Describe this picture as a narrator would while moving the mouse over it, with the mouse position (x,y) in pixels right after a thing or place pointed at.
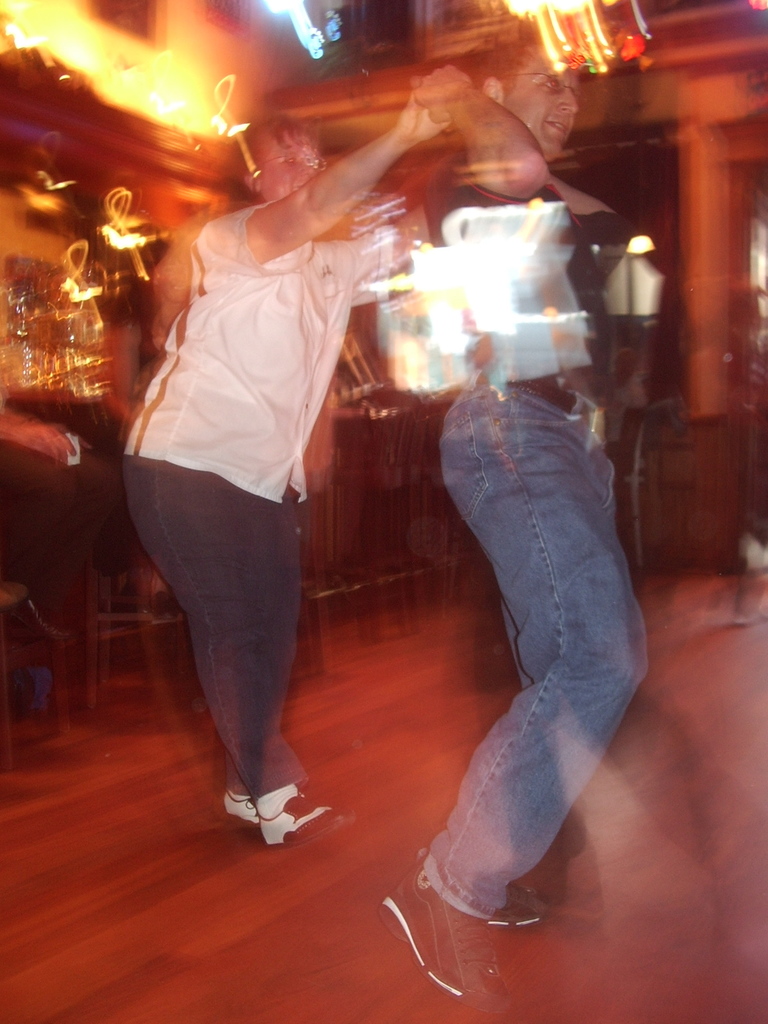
The image is blur but we can see two persons (295,389) are dancing on the floor (653,1004). In the background (27,92) we can see a person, lights (113,231) and objects (386,478).
